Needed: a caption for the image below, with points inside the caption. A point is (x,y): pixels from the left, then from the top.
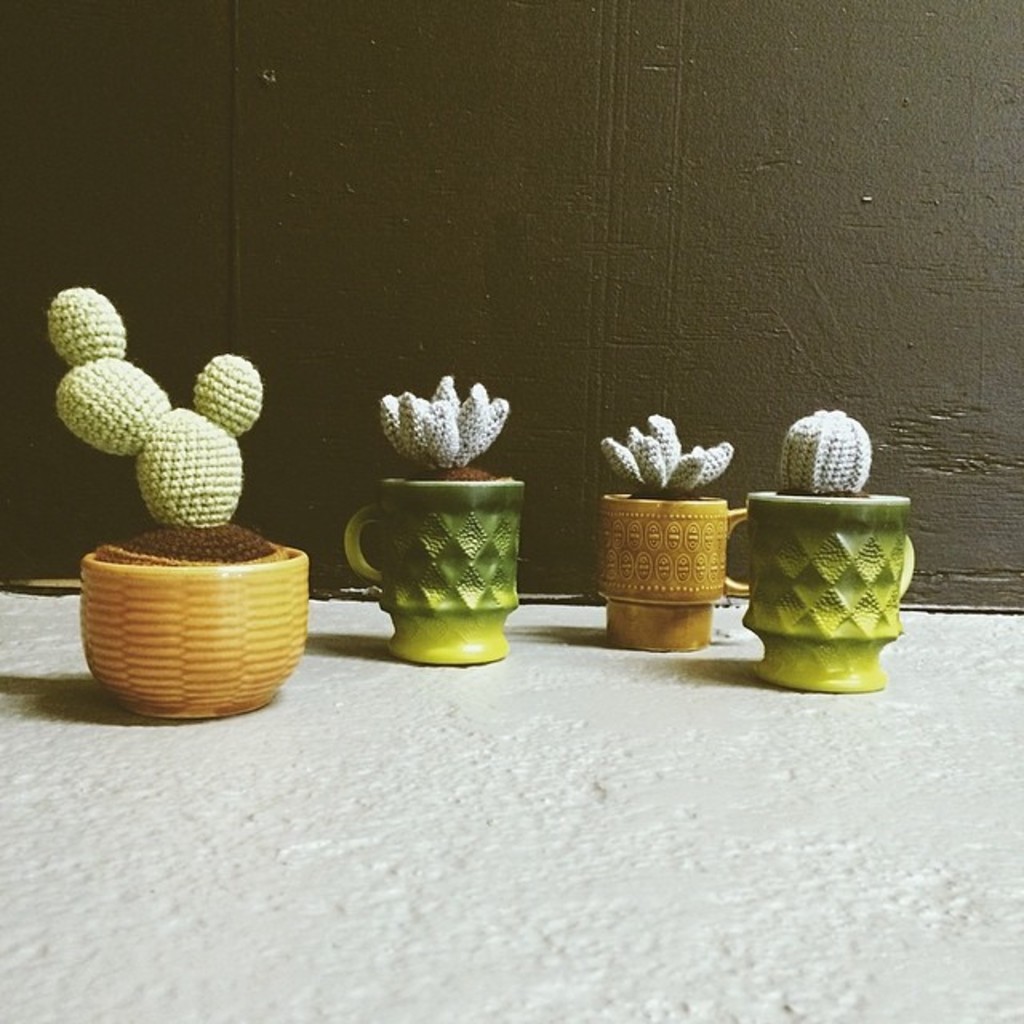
In this image there are cactus plants (644,460) on the floor (264,793). At the back side (569,267) there is a wall (521,159).
